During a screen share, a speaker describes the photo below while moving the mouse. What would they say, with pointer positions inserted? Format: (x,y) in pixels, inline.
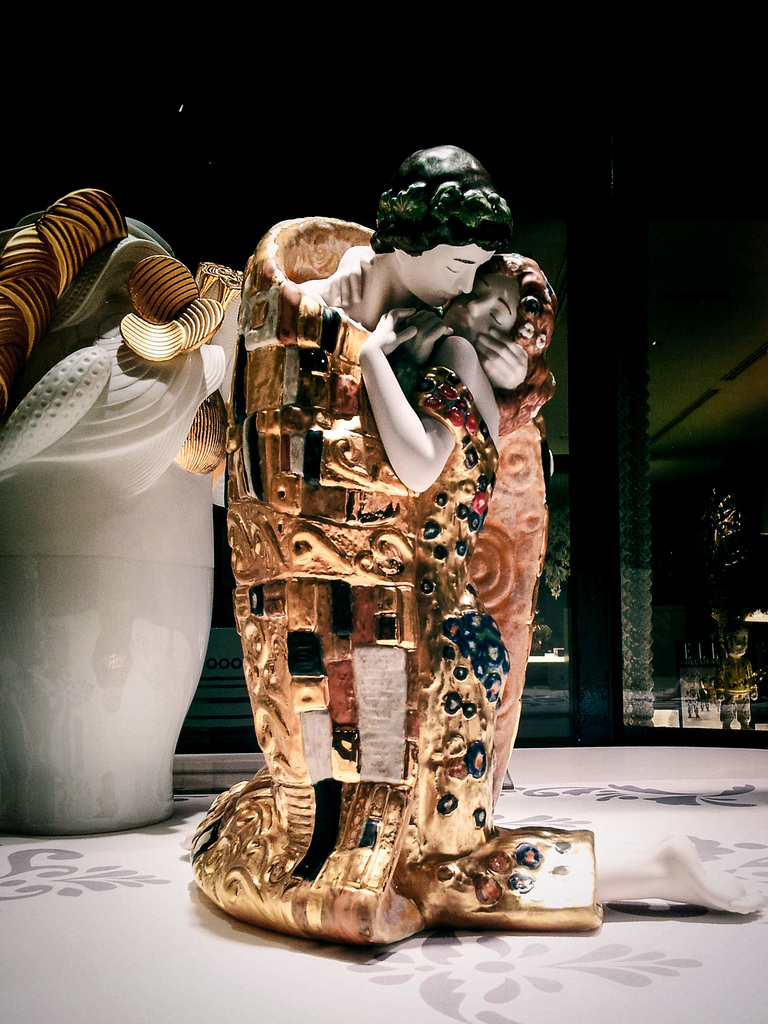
In this image I can see there are two different sculptures (267,544) kept on the floor (627,752) and I can see a beam (632,326) on the right side (642,317).
